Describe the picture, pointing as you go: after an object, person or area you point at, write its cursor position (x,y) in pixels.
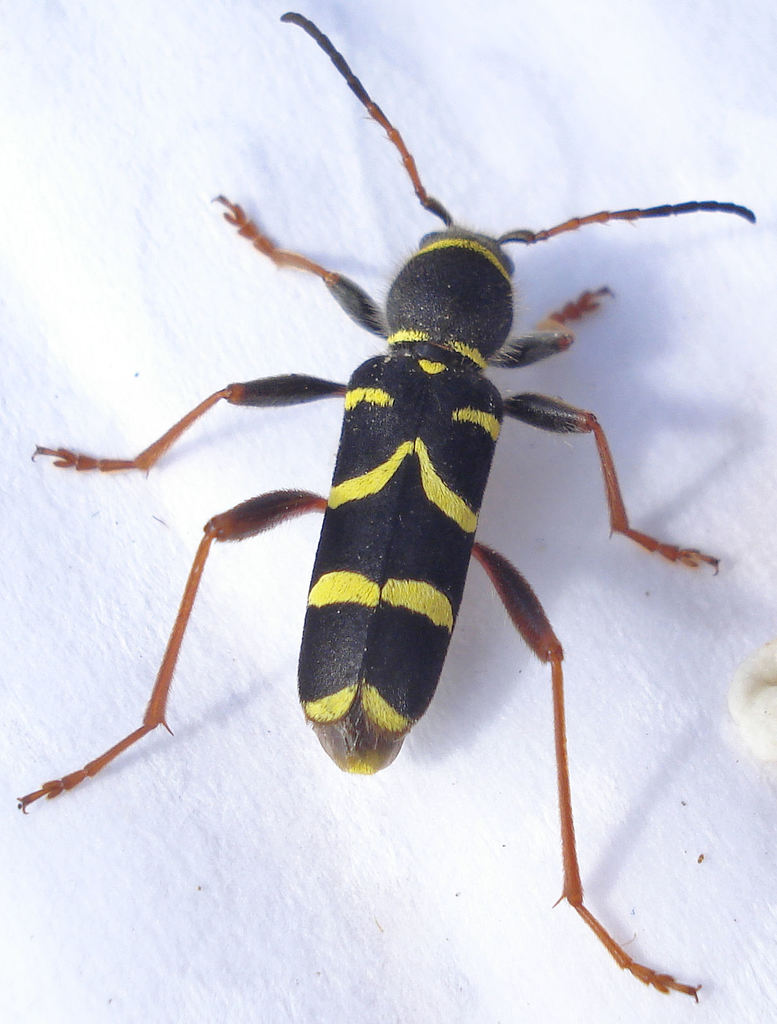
In this picture we can see an insect (434,526).
